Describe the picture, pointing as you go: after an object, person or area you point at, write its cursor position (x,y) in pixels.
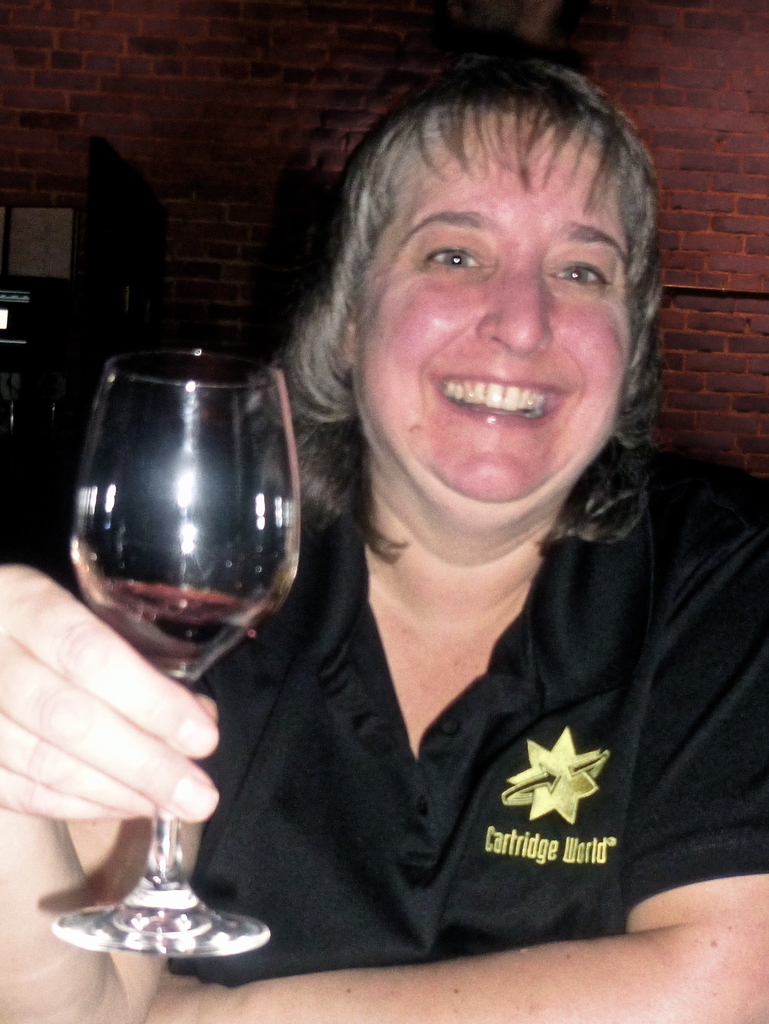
This image is taken indoors. In the background (370,80) there is a wall (178,237). In the middle of the image (410,590) there is a woman (394,898) with a smiling face (484,435) and she is holding a glass (186,527) with wine (158,624) in her hand (150,685).
